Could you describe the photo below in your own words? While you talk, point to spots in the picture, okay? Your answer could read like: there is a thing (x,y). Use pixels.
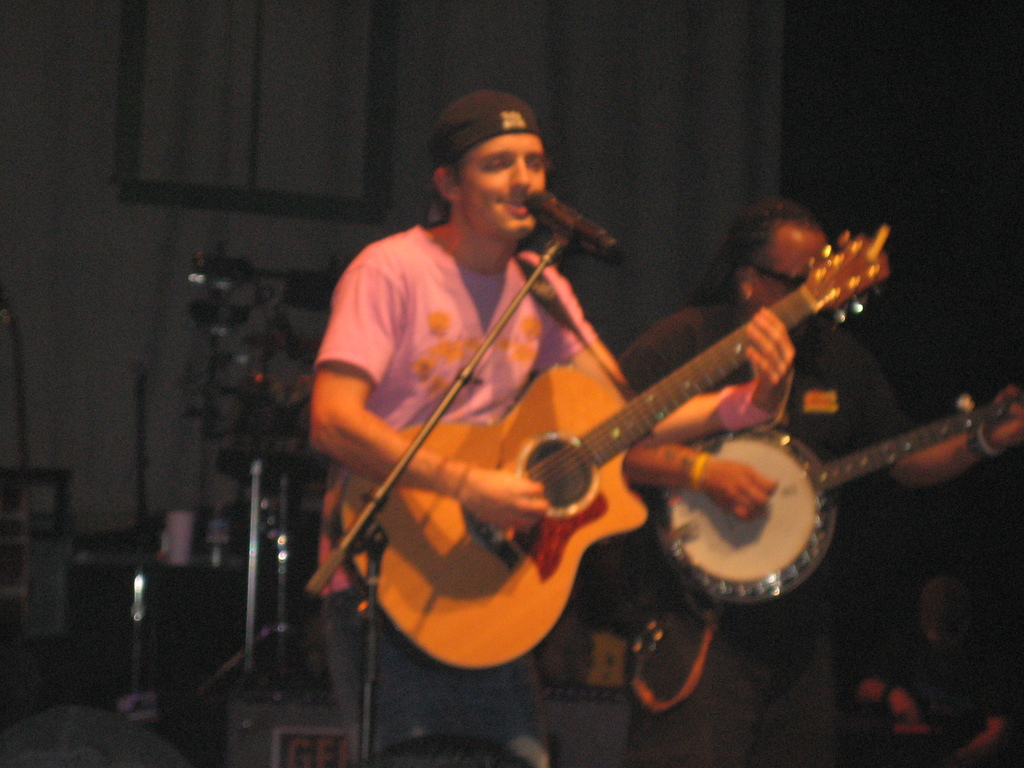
In this image there are two persons (574,339) standing and playing musical instruments (640,422). At the back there are speakers (167,615), in the front (578,239) there are microphones (585,236).
